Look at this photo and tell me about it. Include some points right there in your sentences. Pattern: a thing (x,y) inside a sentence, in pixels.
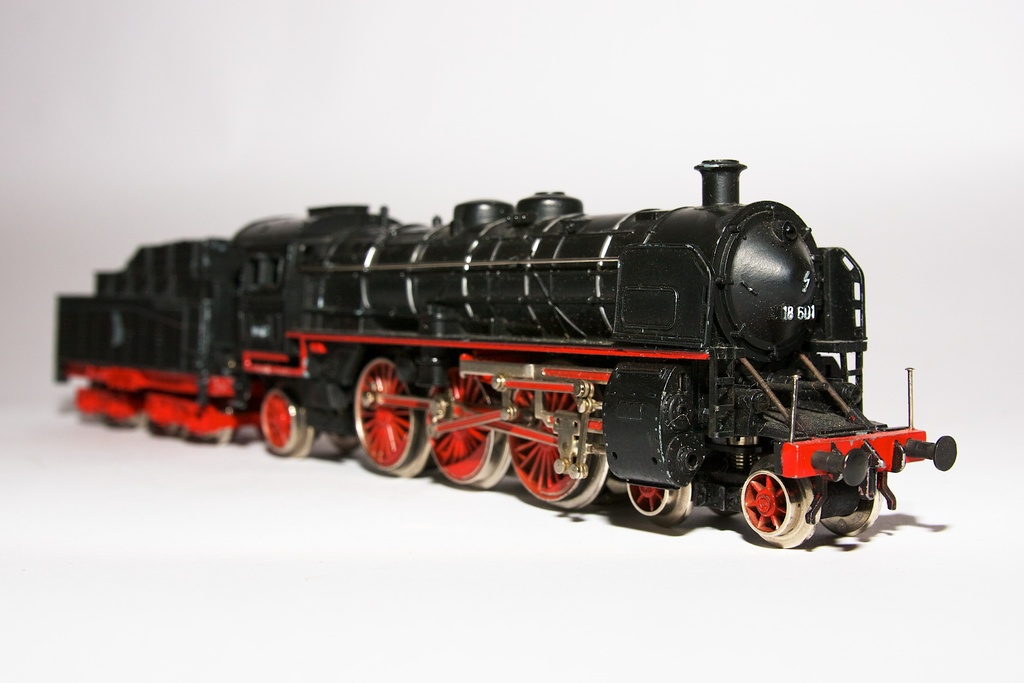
In the middle of this image (669,297), there is a black color toy train (685,289) having orange color wheels (511,437) on a surface (30,535). And the background (111,152) is white in color.
